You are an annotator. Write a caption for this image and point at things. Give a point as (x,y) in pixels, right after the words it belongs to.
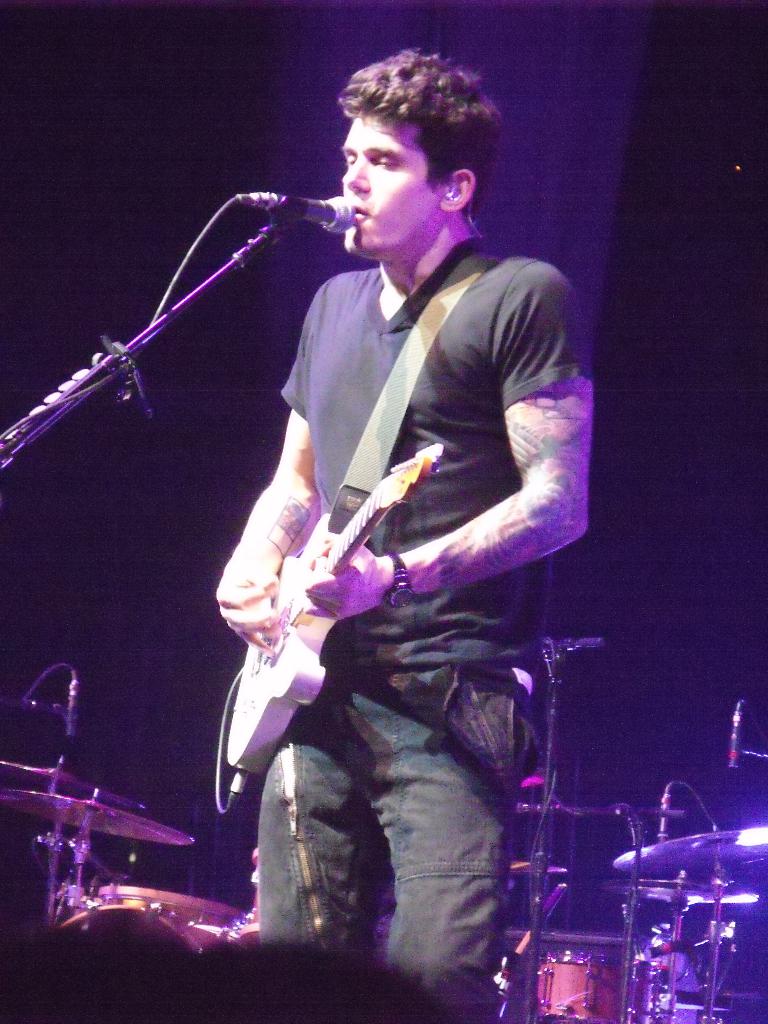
In this picture there is a person (467,211) holding a guitar (307,563) in his left hand (356,587) and playing the guitar (296,650) with his right hand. He has a microphone (290,216) in front of him.
